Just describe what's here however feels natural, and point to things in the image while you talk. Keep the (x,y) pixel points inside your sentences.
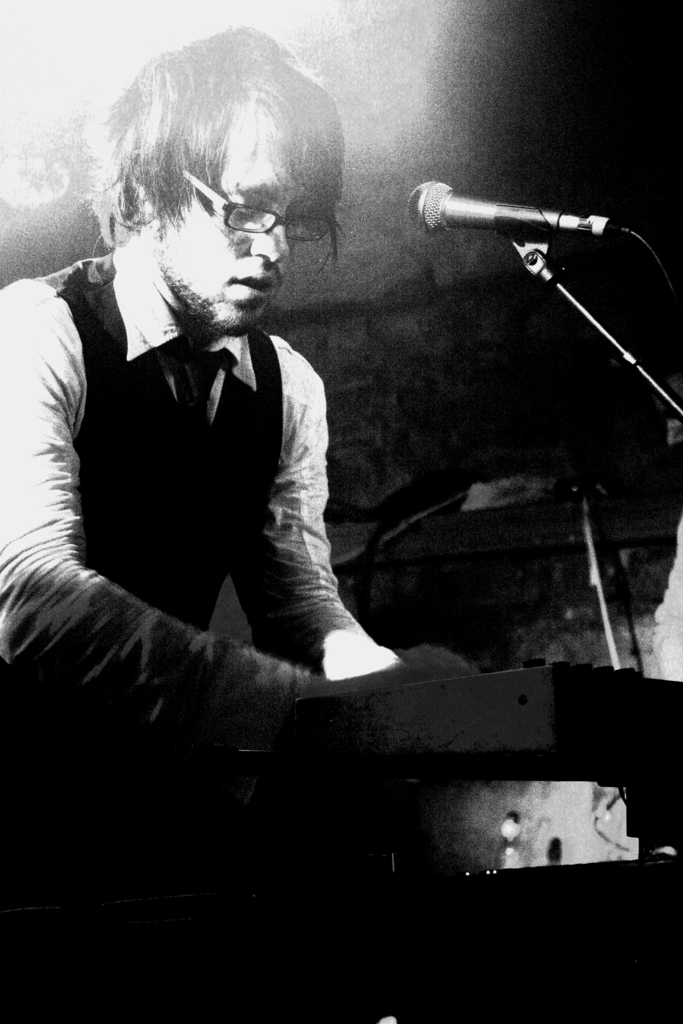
In this image we can see a man (240,475) wearing spectacles (249,219) on his face (256,216) is standing in front of the mic (535,268).
